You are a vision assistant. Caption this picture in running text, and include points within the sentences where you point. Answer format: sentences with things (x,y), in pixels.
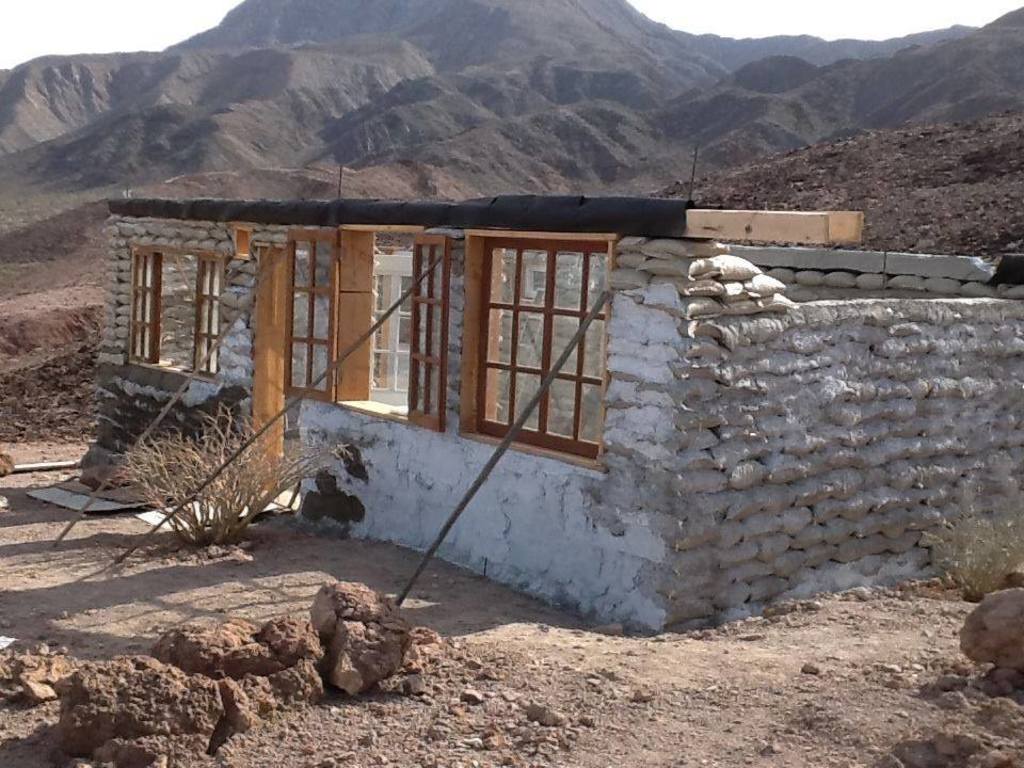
At the bottom of the image (400,685) I can see sand (474,690). In the middle of the image (443,302) I can see walls (455,304), windows (544,333) and trees (221,494). In the background (32,427), I can see hills (384,79) and sand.
